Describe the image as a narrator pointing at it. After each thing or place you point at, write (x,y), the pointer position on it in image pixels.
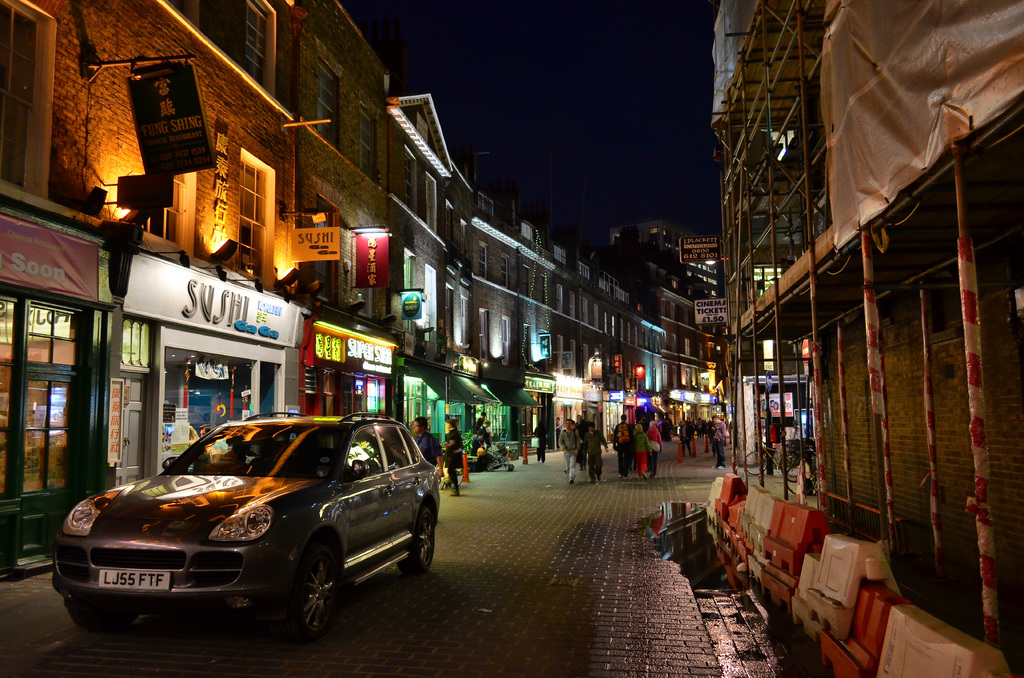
This picture is taken from the outside of the building (950,360). In this image, on the right side (968,403), we can see a building (953,503). On the left side (252,243), we can see some buildings (249,213), hoardings (44,288), board (56,253) with some text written on it. In the middle of the image (352,444), we can see a car (222,492) which is placed on the road (538,578). In the background (498,434), we can see a group of people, building (618,342), hoarding (717,247). At the top (630,176), we can see black color.
